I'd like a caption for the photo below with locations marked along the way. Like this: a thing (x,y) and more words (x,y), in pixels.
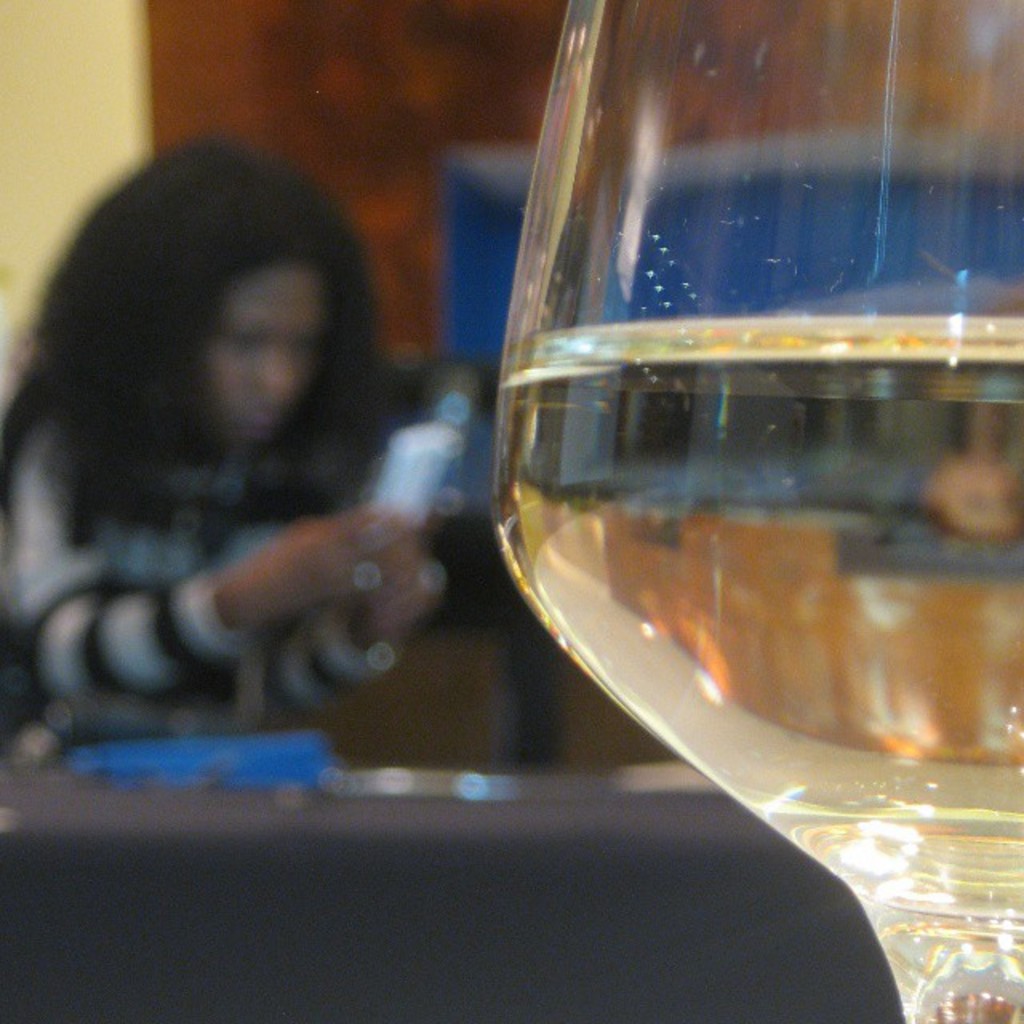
In this picture I can see a glass (794,572). In the background (245,597) I can see a woman (266,446) is holding something in the hand (354,513). The background of the image (342,505) is blurred.
